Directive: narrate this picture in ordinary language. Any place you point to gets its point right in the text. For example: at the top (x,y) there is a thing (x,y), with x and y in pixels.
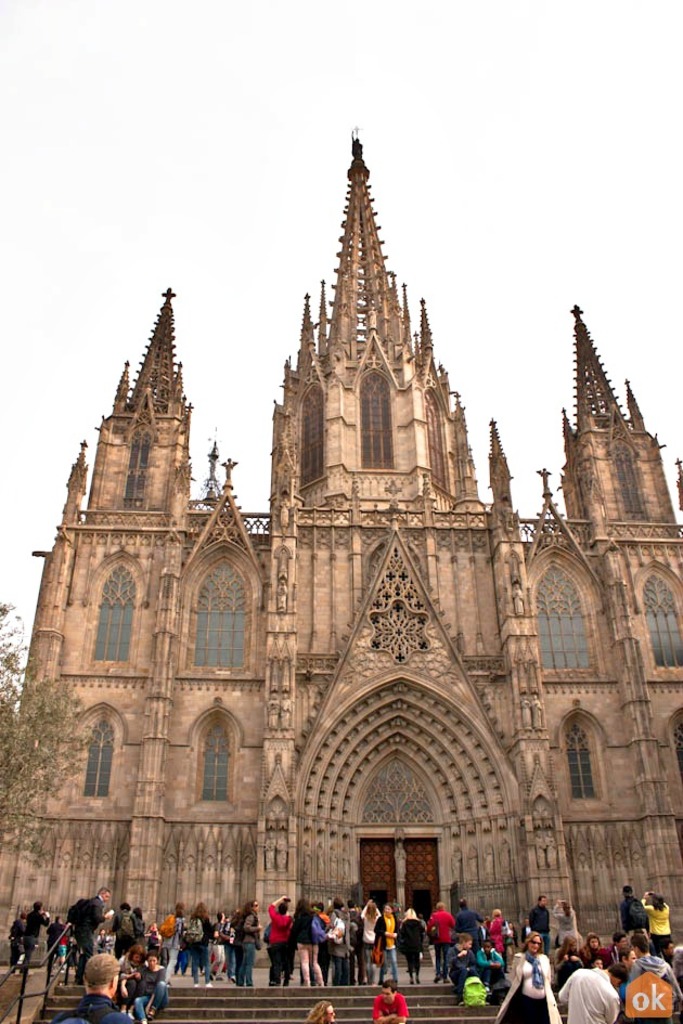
In this image I can see at the bottom (271,946) a group of people (575,975) are there, in the middle (446,565) it is a very big building (460,720), on the left side (61,696) there is a tree (42,712), at the top (275,135) it is the sky (272,145).
